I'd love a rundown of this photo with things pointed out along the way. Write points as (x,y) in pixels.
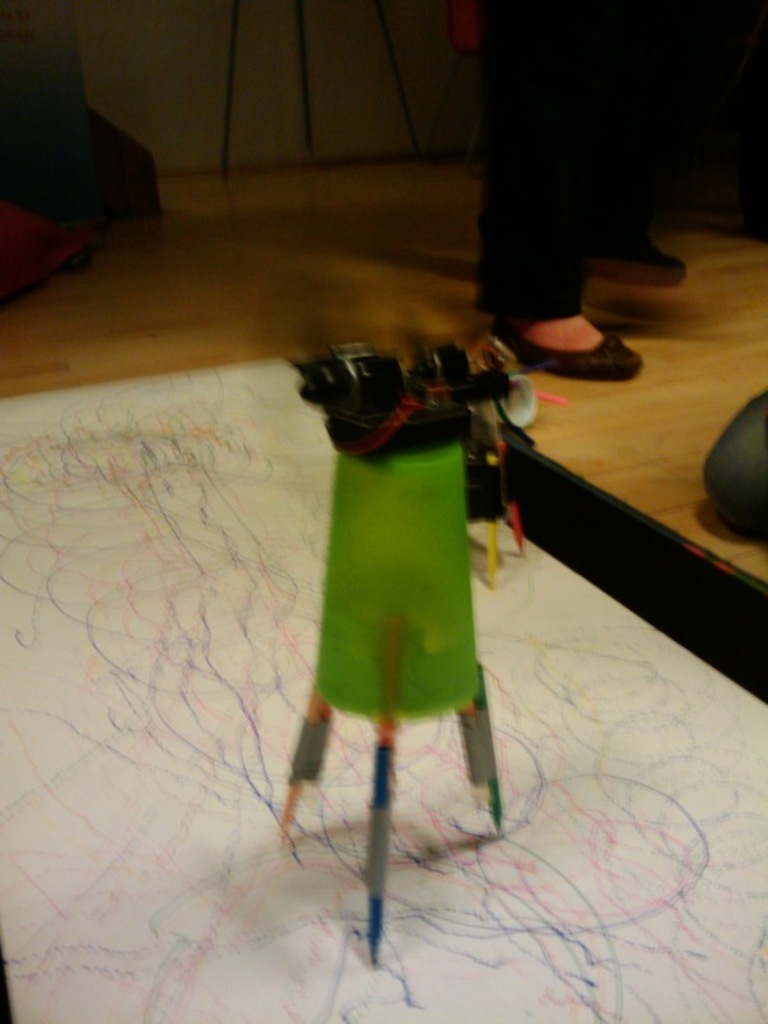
In the image, there is some object (433,668) kept on a long white sheet (188,730) and it is drawing some lines (117,537) on the sheet (256,446) and beside that a person (527,166) is standing on the floor (329,211), only the legs (610,56) of the person (619,43) are visible.
